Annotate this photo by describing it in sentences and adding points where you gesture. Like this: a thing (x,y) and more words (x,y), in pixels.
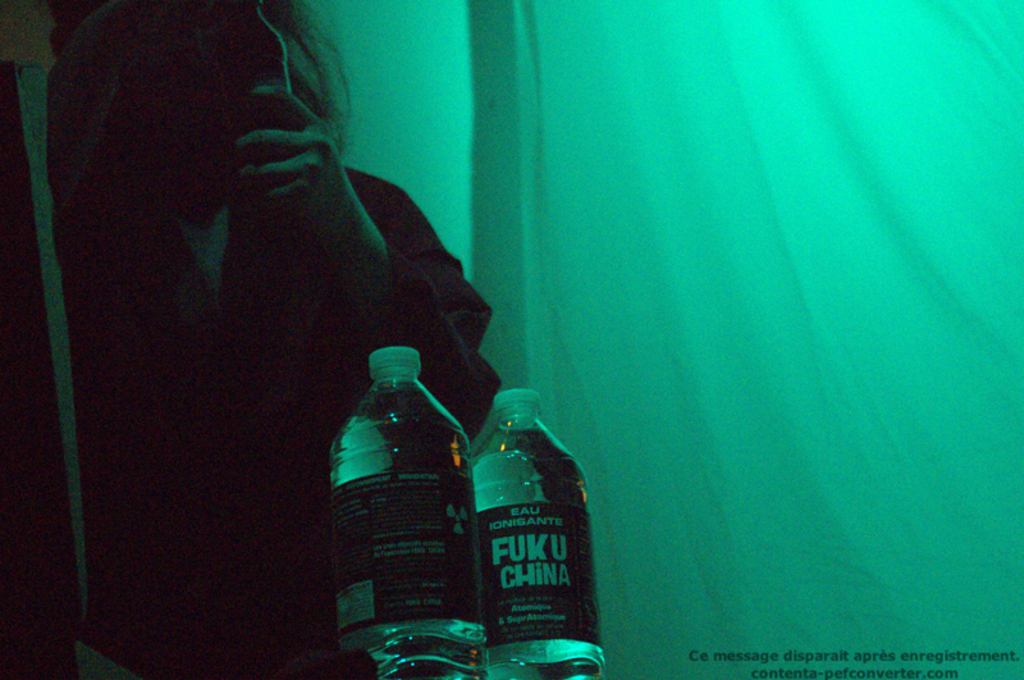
In the left side of the image (242,30), there is one person (355,385) standing and holding an object (232,182). In the bottom of the image (427,575), there are two bottles (534,608) filled with water (413,659). The background (806,480) is green in color. This image is taken in a dark place.
